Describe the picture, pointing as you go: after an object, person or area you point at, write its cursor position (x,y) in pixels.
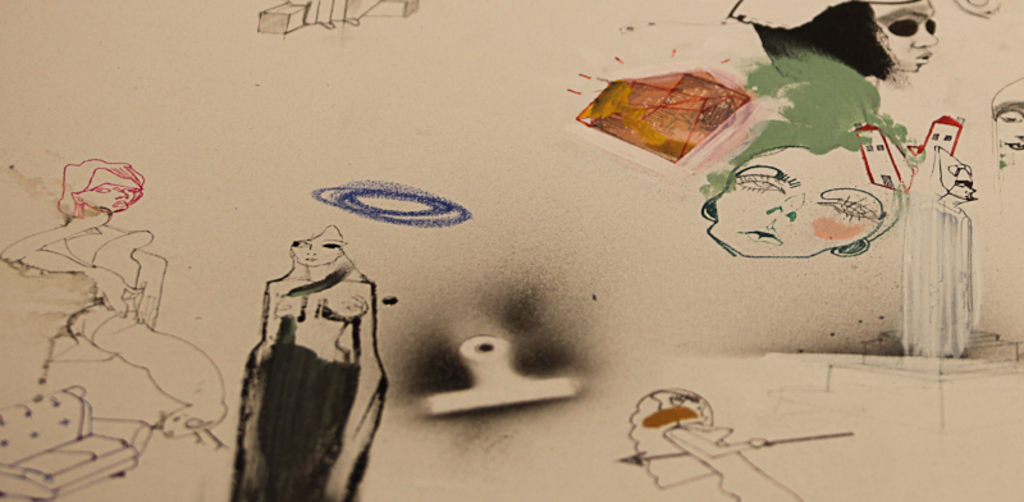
We can see drawing (835,75) of people (740,230).
